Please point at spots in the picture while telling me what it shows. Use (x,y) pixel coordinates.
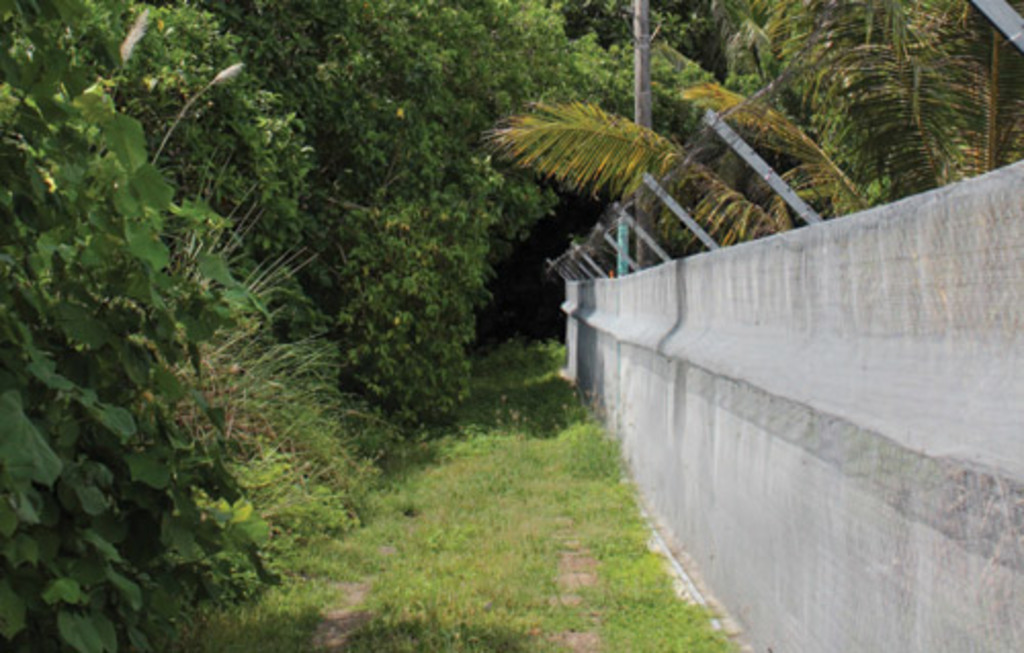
On the left side (78,366), there are trees (77,131) and grass (449,454) on the ground (494,501). On the right side (992,15), there is a fence (558,267) on the wall (983,523). In the background (690,13), there is a pole (638,75) and there are trees (498,12).
